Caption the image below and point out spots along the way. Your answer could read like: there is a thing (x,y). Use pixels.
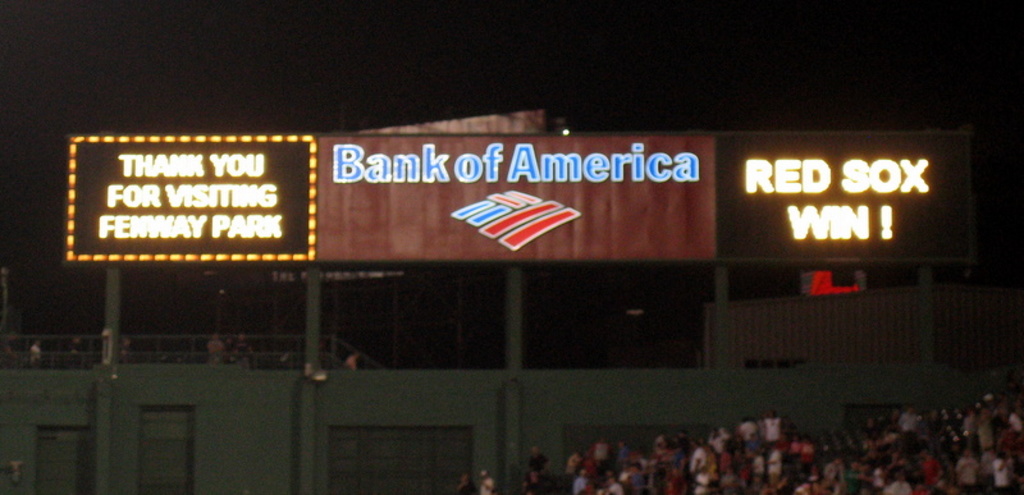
In this image we can see there is a building (882,295) and a fence (282,356). And there are boards (485,185) with text (827,239) and light (855,227). And in front of the building (813,404) there is a crowd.
